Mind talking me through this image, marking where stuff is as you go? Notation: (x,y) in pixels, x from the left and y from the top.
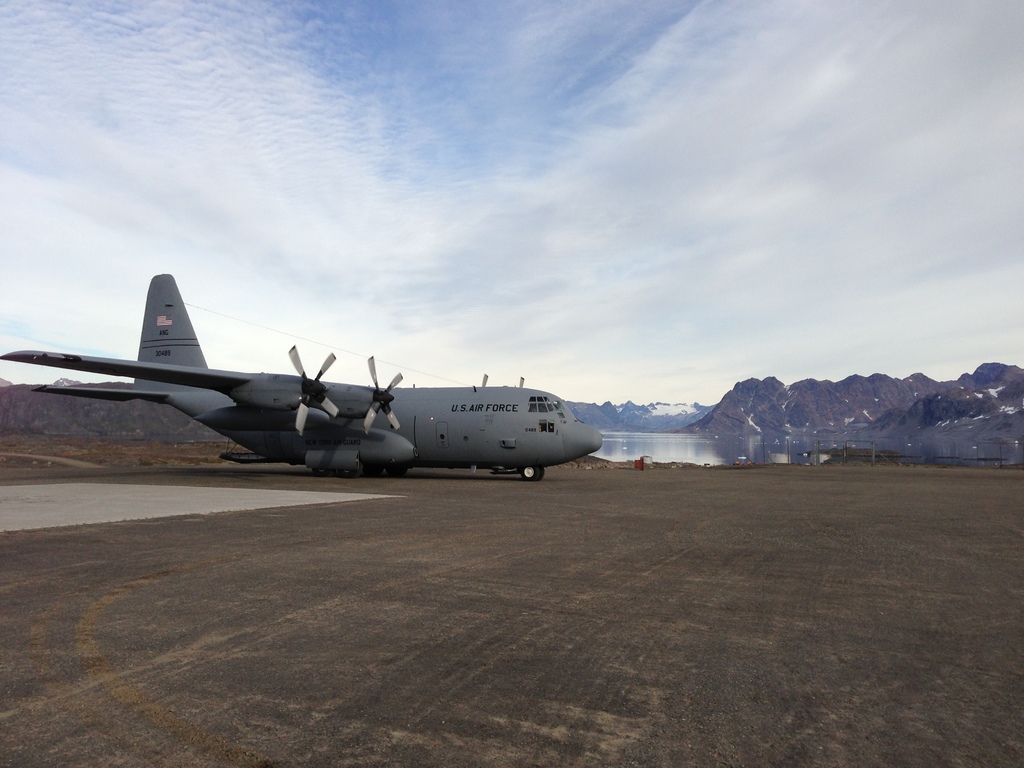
In this image, we can see an airplane (413,441) on the path (442,544). Background (665,444) we can see hills (1002,419), water (723,444), poles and sky (755,257).
